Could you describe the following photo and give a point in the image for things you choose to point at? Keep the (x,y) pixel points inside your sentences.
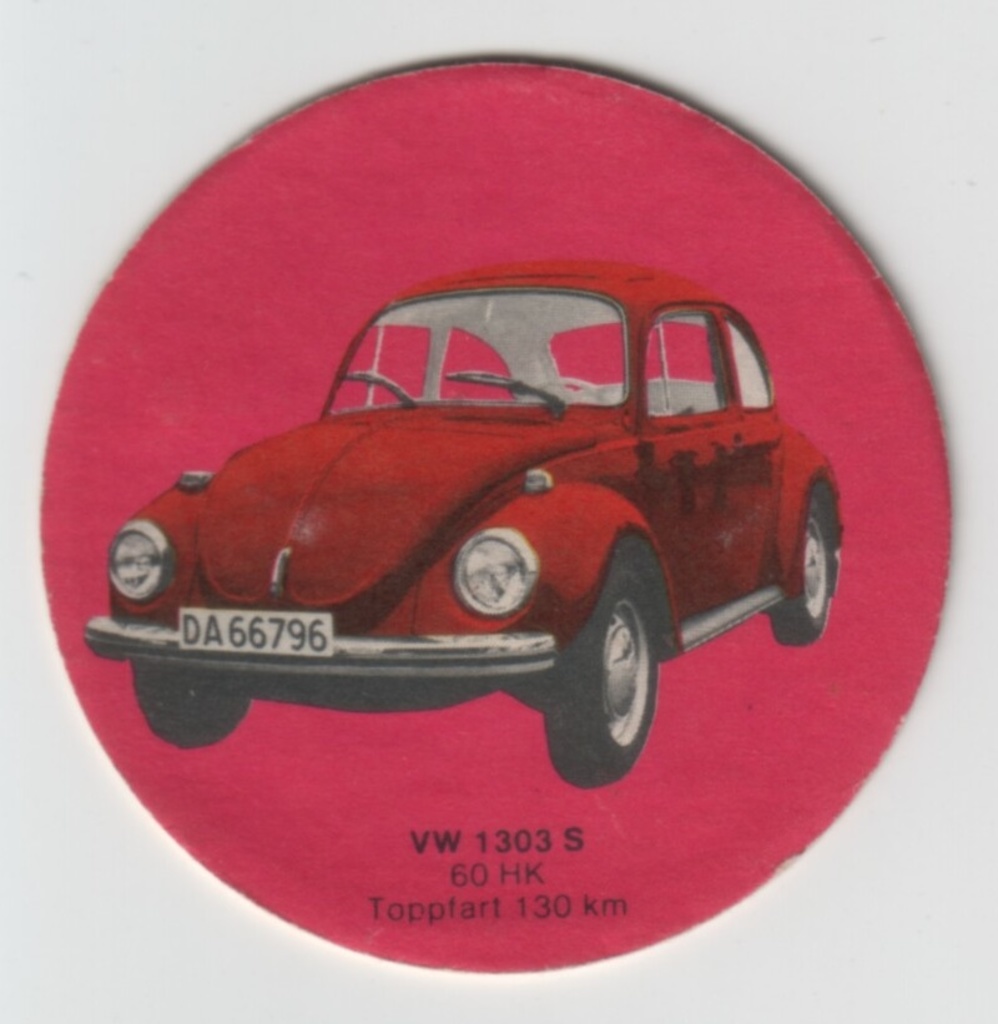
In this image I can see a red colour thing (464,174) and on it I can see depiction picture (393,555) of a car (521,585). I can also see something is written on the bottom side of the thing (496,963).
